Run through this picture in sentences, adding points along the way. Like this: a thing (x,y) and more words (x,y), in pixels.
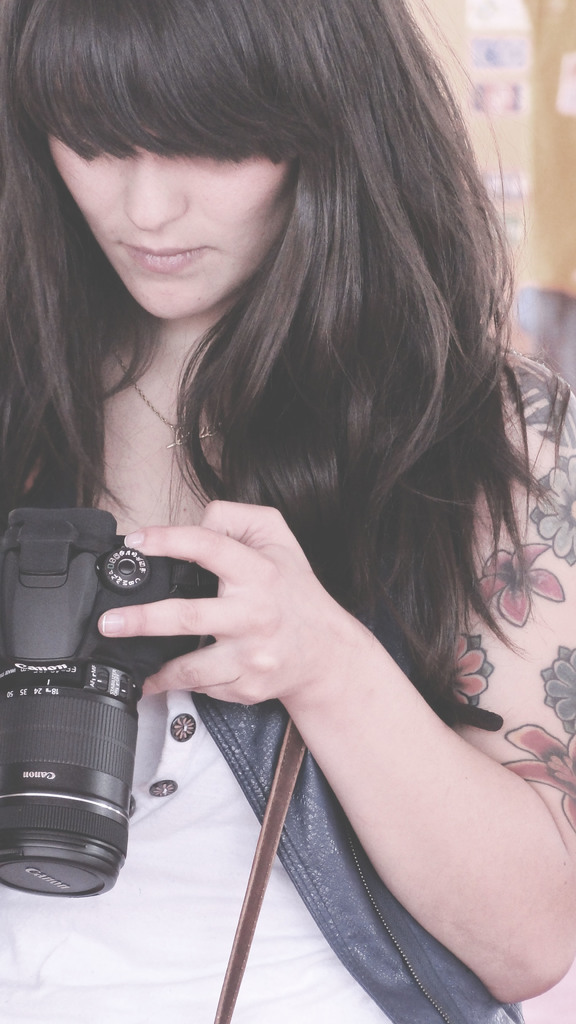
In this, woman (423,714) is holding a camera (93,672). She wear white color dress (162,830), blue color jacket (336,899). And there is a tattoo (529,580) on his left hand (539,546). She leaves her hair (397,309).
